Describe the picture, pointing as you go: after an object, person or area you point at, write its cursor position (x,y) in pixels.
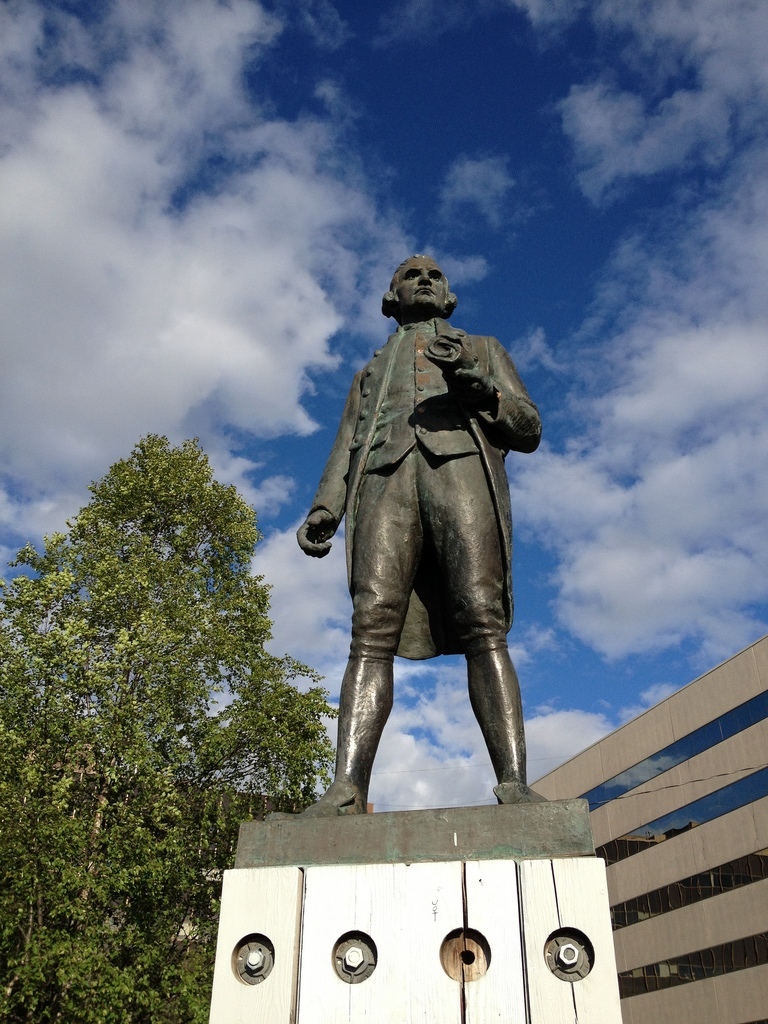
In the foreground of the picture (381,698) there is a statue (384,551). On the right (739,882) there is a building (696,851). On the left (129,659) there are trees (132,693). Sky (135,235) is cloudy.
